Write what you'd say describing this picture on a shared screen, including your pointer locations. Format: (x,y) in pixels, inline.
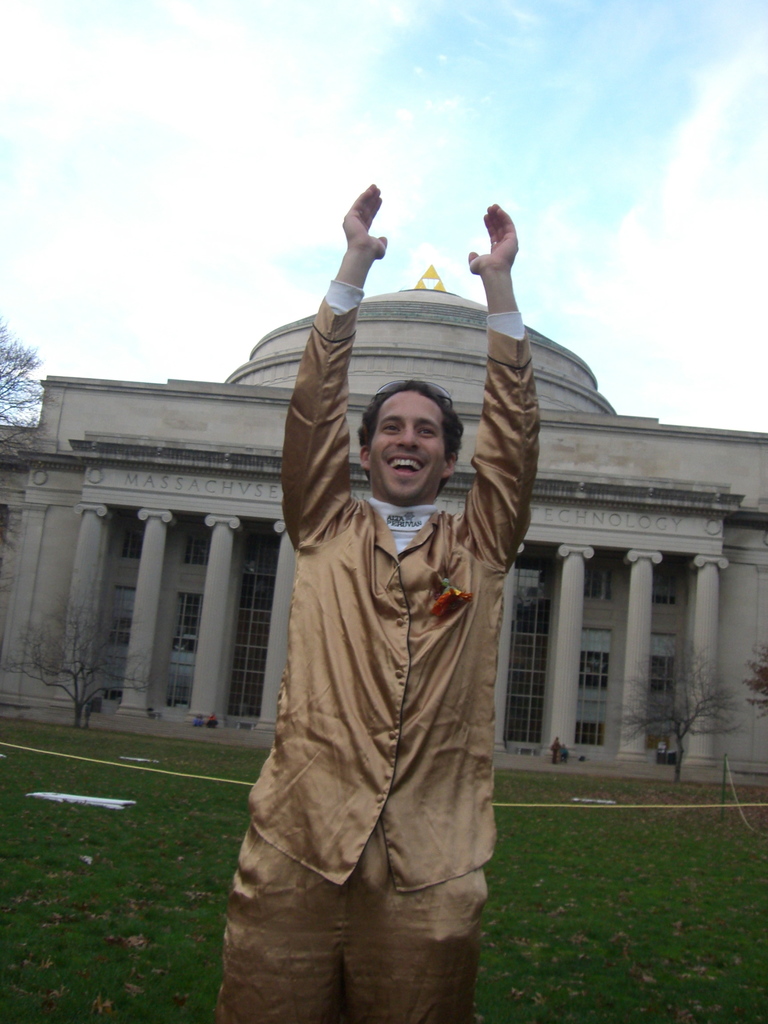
In this picture we can see a man (364,851) and he is smiling and in the background (577,878) we can see a building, trees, grass (564,875), people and sky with clouds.
